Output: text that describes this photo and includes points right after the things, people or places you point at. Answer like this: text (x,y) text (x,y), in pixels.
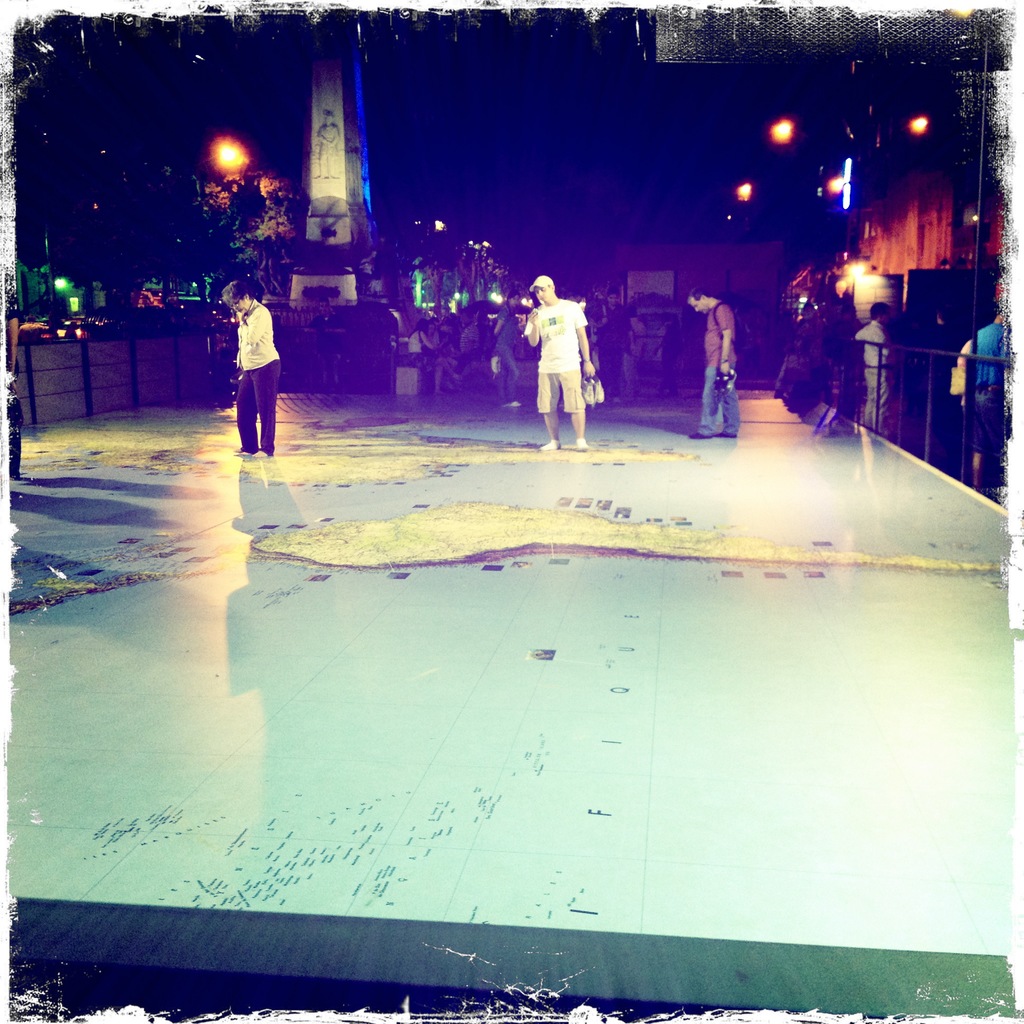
In this image there are a few people (732,417) standing and walking on the floor (446,576), behind them there are few people (446,329) sitting. On the right side of the image (837,385) there is a railing (982,357), beside the railing (907,348) there are a few people (957,363) standing. In the background (268,193) there are trees (239,176), buildings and lights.
